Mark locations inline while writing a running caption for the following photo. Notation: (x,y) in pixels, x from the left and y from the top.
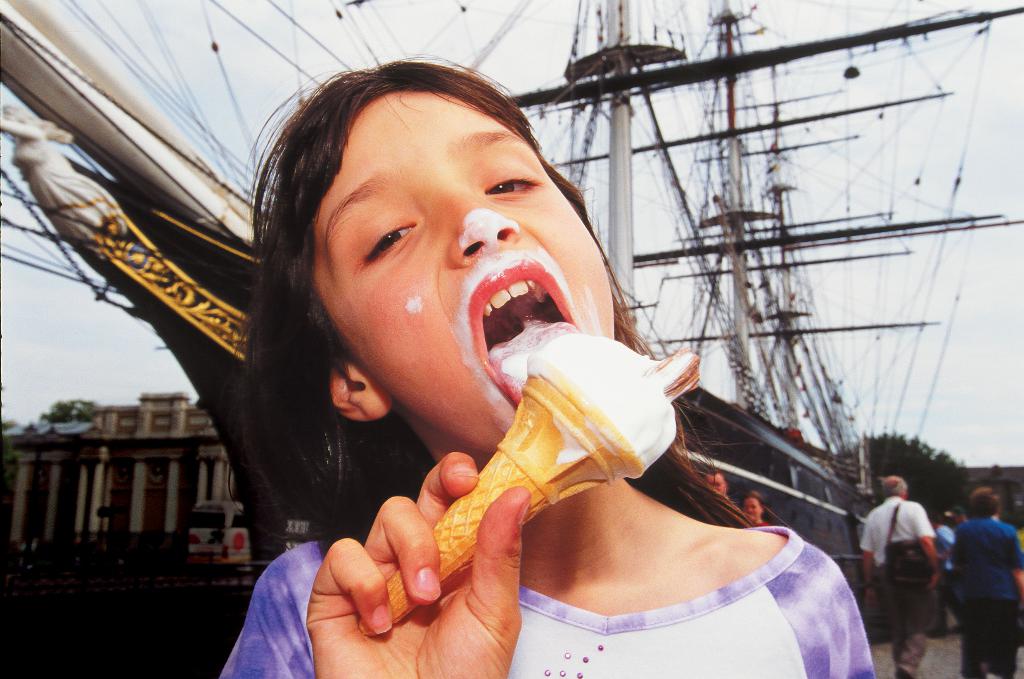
In this image we can see a group of people (668,595) standing on the ground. One person (869,567) is carrying a bag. One girl (490,268) is holding an ice cream cone (611,407) in her hand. In the background (727,459), we can see a ship (828,409) with ropes (691,220) and poles (625,102), building (73,489) with pillars (200,482), group of trees (911,451) and the sky (977,360).
